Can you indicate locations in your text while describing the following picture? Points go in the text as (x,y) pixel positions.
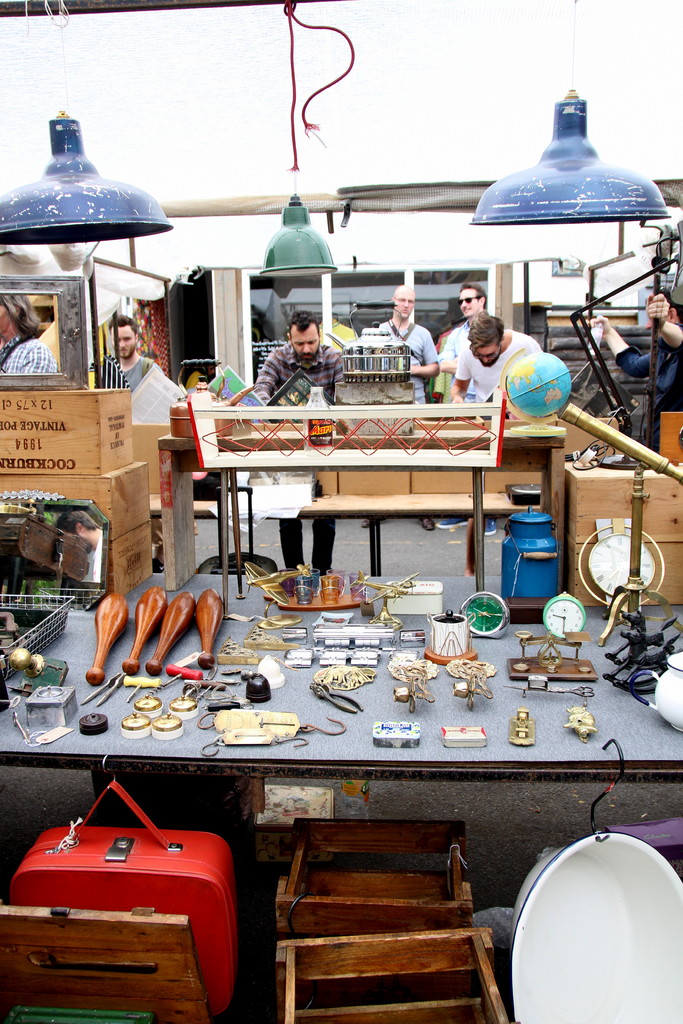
This image consists of tables (181,648). In the front (302,605) there is a table (453,774) on which there are many things (395,604) and in the front (132,898) a red bag (94,850) is hanged to that table (444,777). To the right (520,409), there is a small globe (526,395). In the background (292,344), there are many persons (516,336) standing. At the top (60,128), there are lights (21,225) hanged.
